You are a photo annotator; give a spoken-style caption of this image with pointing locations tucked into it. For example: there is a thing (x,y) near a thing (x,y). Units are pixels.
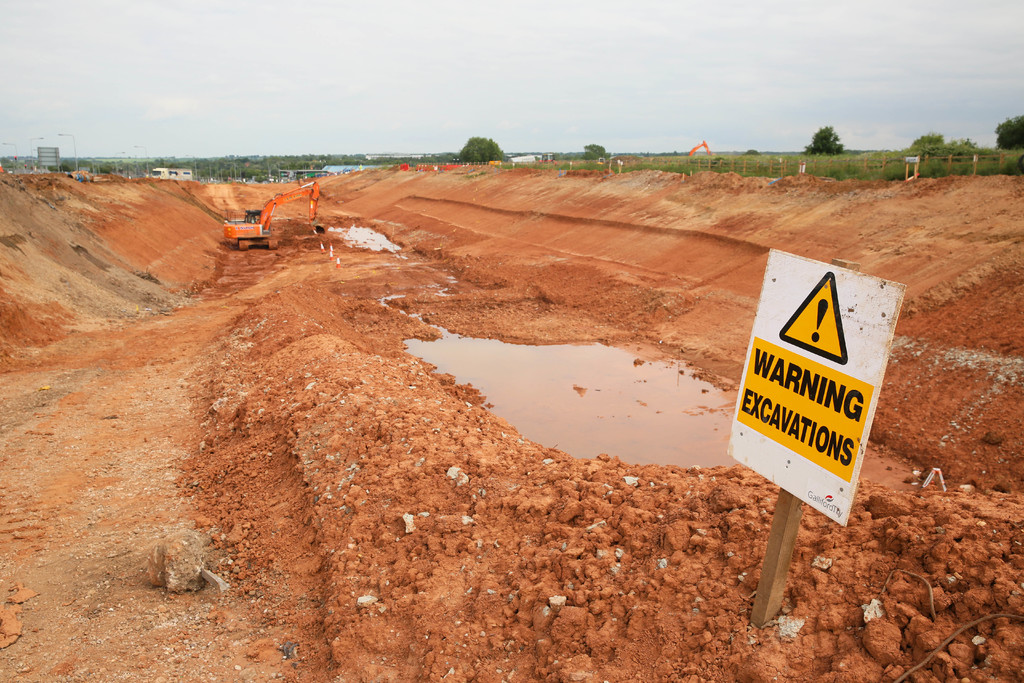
In the image there is a lot of soil (238,184) and in the foreground (787,357) there is a caution board (741,444), in between the soil surface (271,193) there is a crane (254,219) and in the background (140,167) there are trees (94,160).
